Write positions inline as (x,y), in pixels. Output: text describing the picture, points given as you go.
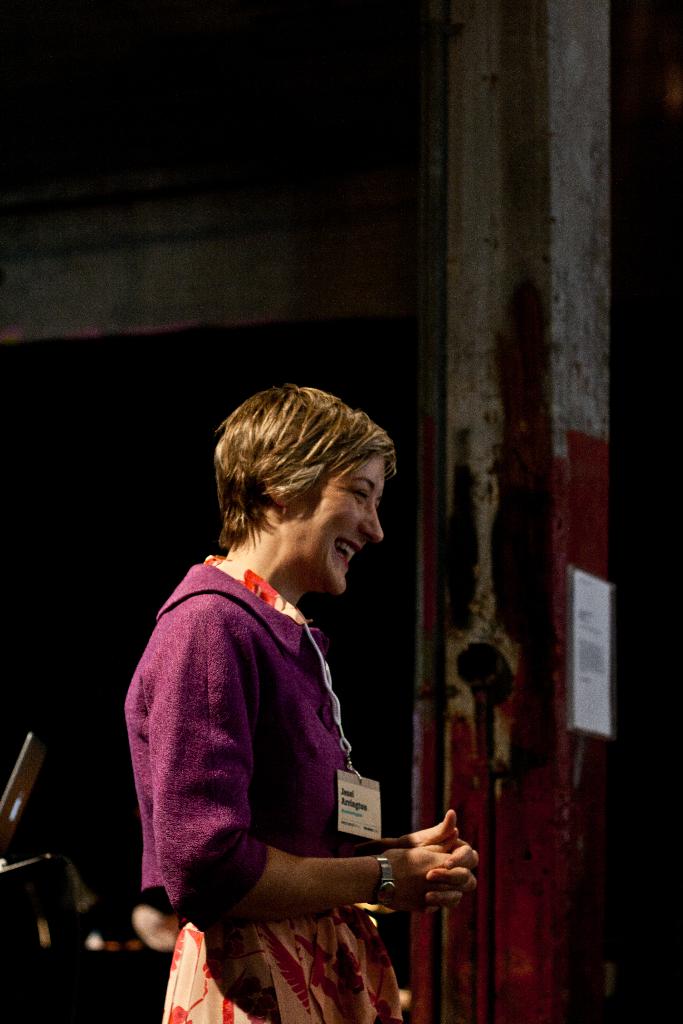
There is one woman (229,739) standing and wearing an id card (344,777) at the bottom of this image (295,869), and there is a laptop (4,833) on the left side of this image (24,785), and there is a pillar (527,635) on the right side of this image (510,656). There is a white color poster (603,677) attached to it.
